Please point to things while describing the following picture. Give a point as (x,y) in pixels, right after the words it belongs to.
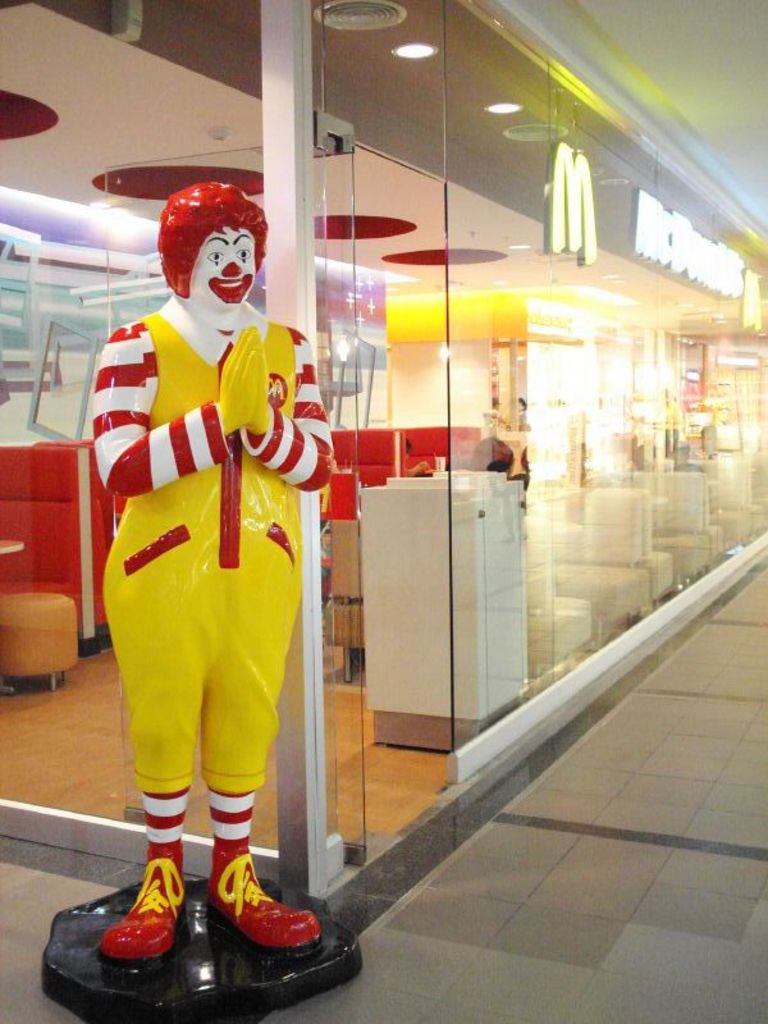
In the center of the image (283,548), we can see one doll (170,585) with different colors. In the background (289,198) there is a building (532,213), wall (468,415), roof (238,162), glass (556,306), banner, fridge (478,502), tables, sofas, stools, lights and a few other objects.
